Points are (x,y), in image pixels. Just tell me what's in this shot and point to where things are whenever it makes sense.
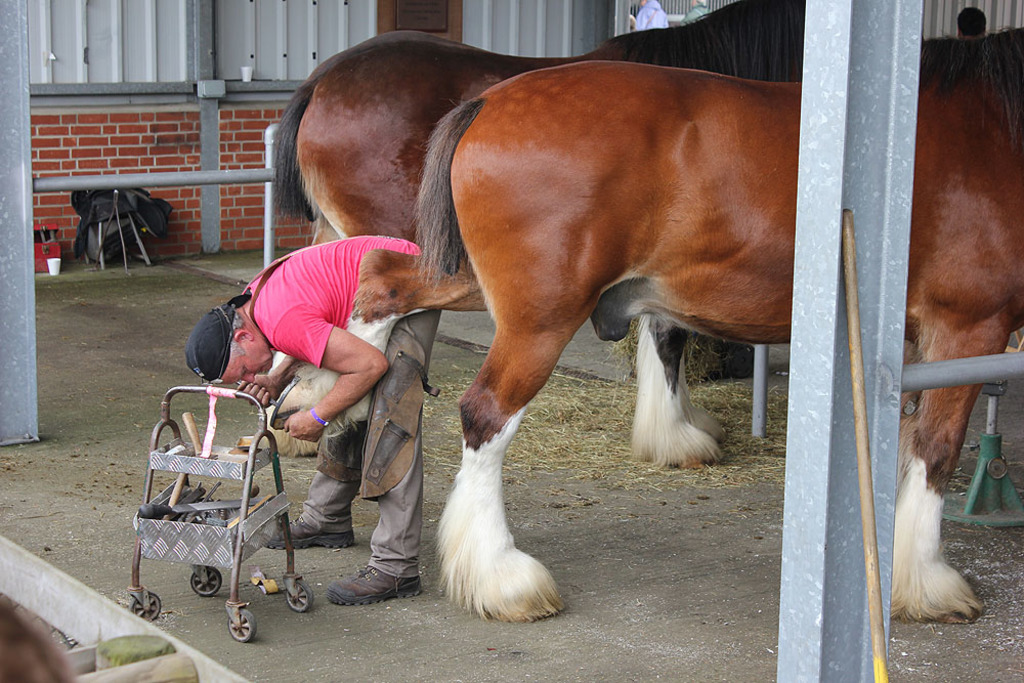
In this image we can see horses (550,213). There is a person (296,264) wearing pink color T-shirt (300,321). There is a trolley (184,525) with some objects (203,488) in it. At the bottom of the image (492,652) there is floor (348,638). In the background of the image (117,49) there is wall (149,86). There are rods (180,178).
